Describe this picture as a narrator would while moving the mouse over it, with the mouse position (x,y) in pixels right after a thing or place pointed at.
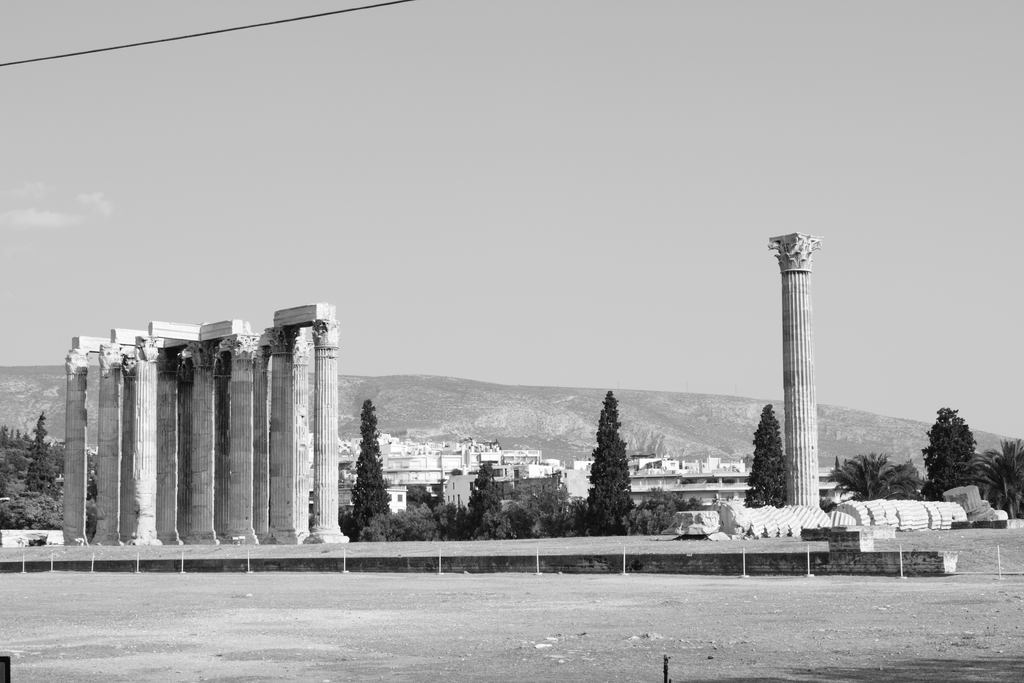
In this picture there are buildings (458,460) and trees (851,482) and there is a mountain (460,430). In the foreground (968,493) there are pillars (66,492) and there is a fence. At the top (294,115) there is sky (475,214) and there is a wire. At the bottom (679,613) there is ground (604,599).
